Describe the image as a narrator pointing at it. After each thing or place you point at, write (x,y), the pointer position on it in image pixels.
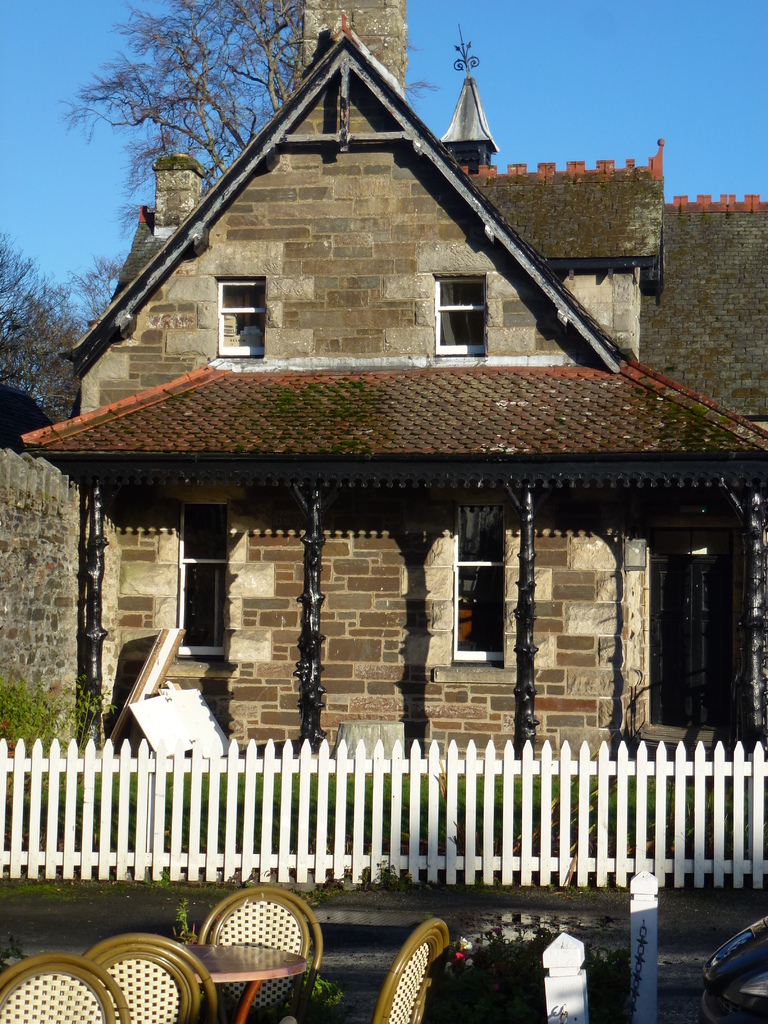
In this image there is a building (368,489), railing (337,768), boards (177,728), pillars (517,678), chairs (14,968), plant (489,979), table (289,968), trees (260,87), sky (519,136) and objects (728,982).
